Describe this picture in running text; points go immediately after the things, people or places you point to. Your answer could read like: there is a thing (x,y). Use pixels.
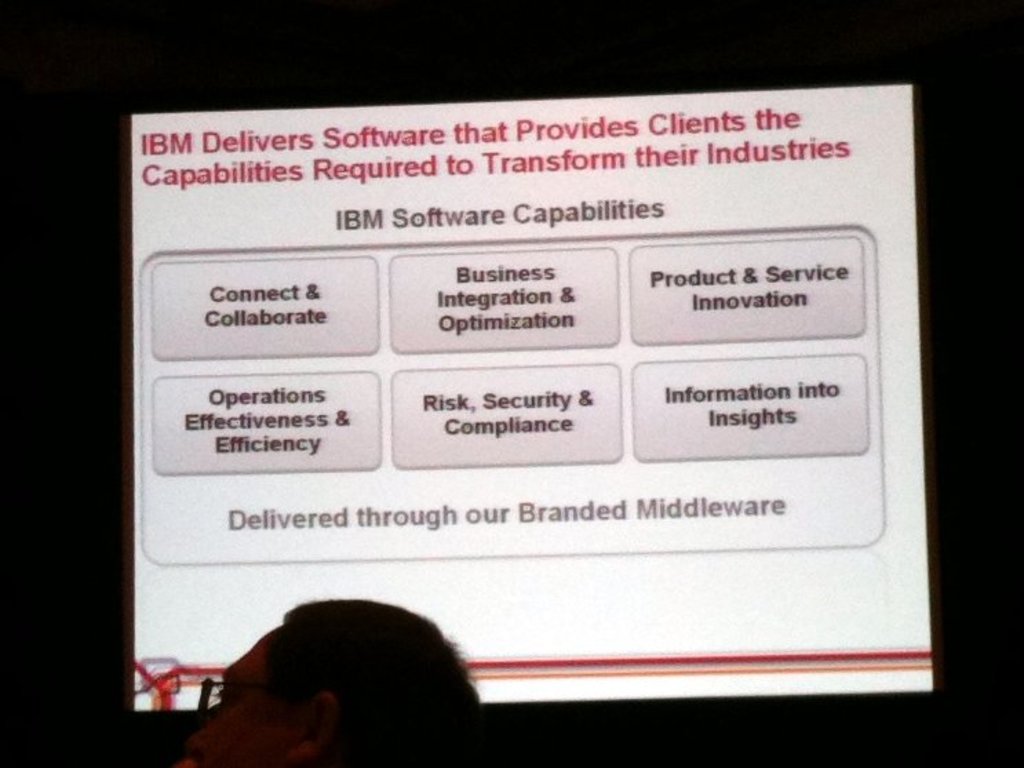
In this picture I can see the screen (539,361). I can see the texts (557,402).
